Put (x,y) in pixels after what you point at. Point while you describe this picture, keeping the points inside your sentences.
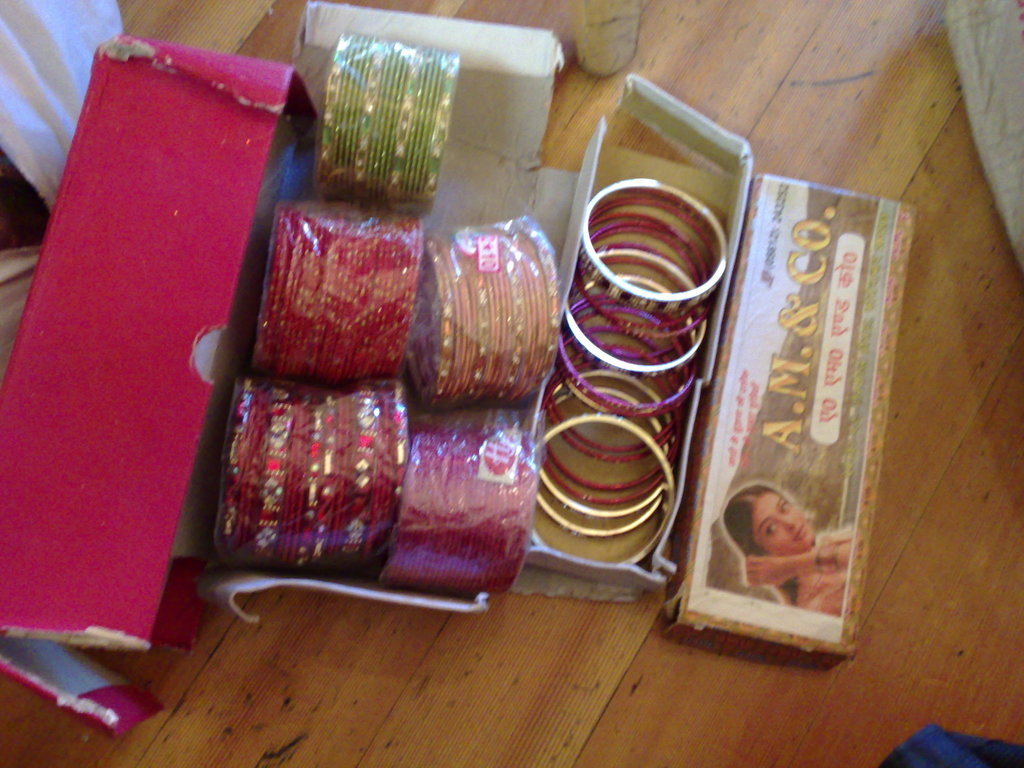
In this image I can see the brown colored wooden surface (874,61) and on it I can see few cardboard boxes (772,546). In the boxes (168,296) I can see bangles (396,197).
